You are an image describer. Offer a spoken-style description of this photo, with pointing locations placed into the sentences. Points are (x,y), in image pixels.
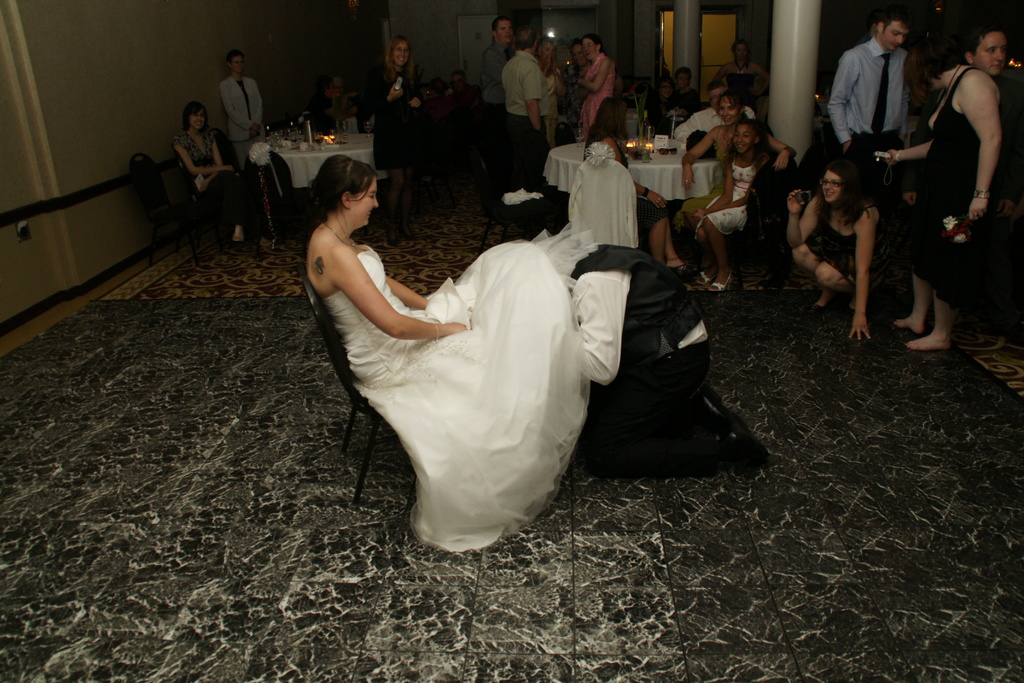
In the center of the image (392,341) we can see a woman (497,289) wearing white frock (487,370) and sitting on the chair (351,419) which is on the floor (404,583). We can also see a man (664,333). In the background (578,126) we can see a few people (933,44) standing. We can also see some people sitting on the chairs (781,218) in front of the table (637,173) which is covered with the white cloth (319,155). We can also see the pillars (808,47) and also the wall (138,71). On the table (341,149) we can see a bottle (312,129) and some candles (633,144).
